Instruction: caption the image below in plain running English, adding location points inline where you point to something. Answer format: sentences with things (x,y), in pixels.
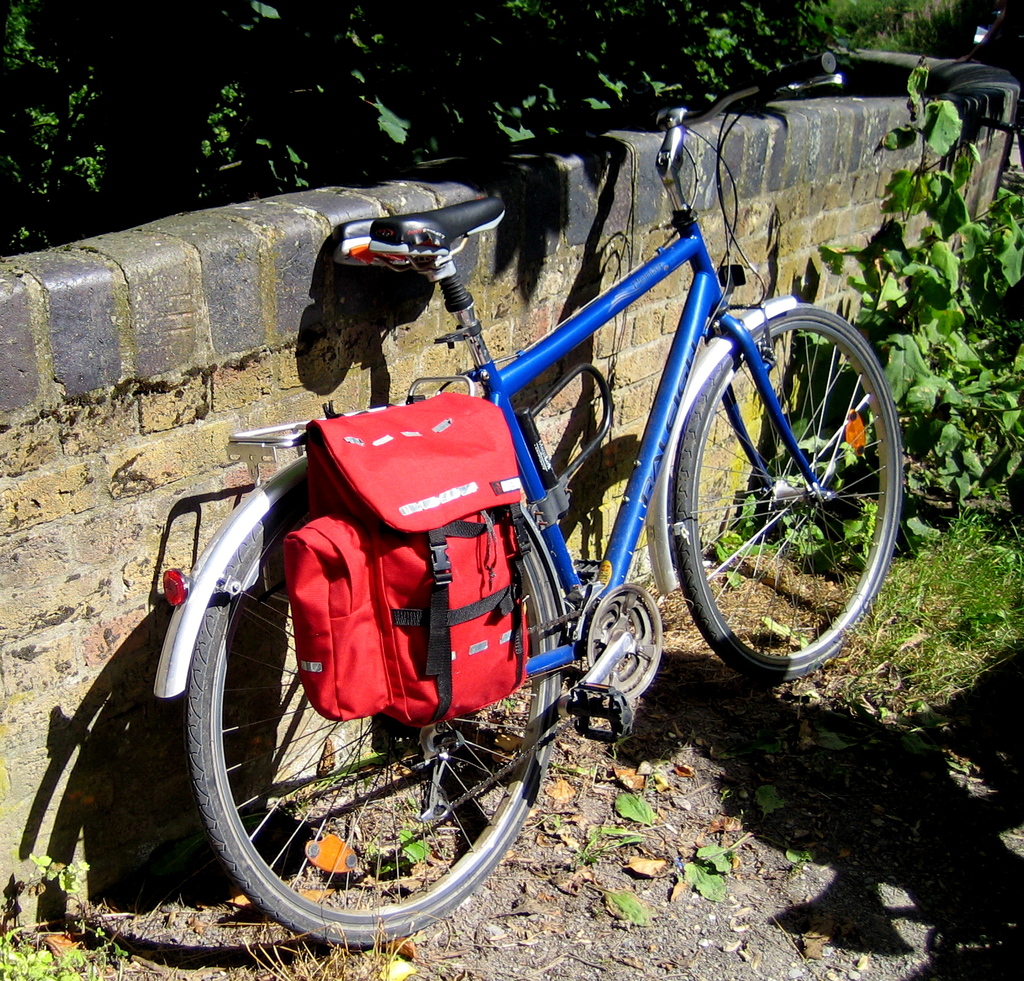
In this image, we can see a bag (360,590) hanging to a bicycle (507,383) and in the background (209,201), we can see a wall (216,277), trees (335,102). At the bottom, there is ground (742,864).
